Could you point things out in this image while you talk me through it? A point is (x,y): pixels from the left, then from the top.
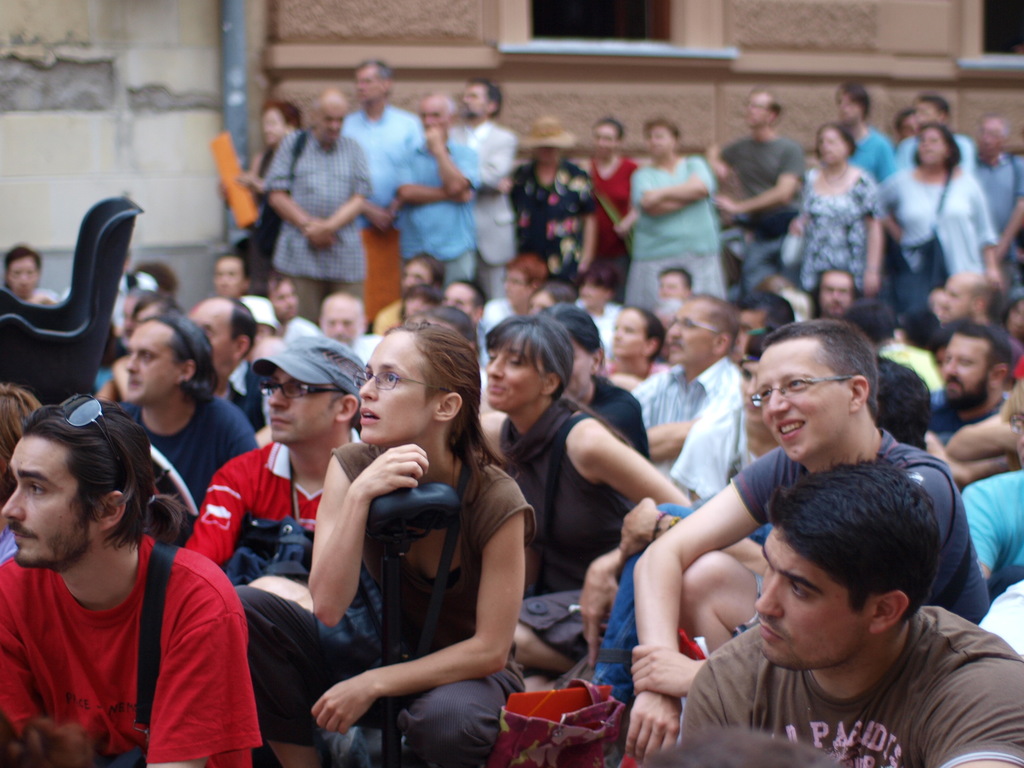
In the center of the image (349,435) we can see people (266,599) sitting and some of them are standing. In the background (588,131) there are buildings (428,41).
